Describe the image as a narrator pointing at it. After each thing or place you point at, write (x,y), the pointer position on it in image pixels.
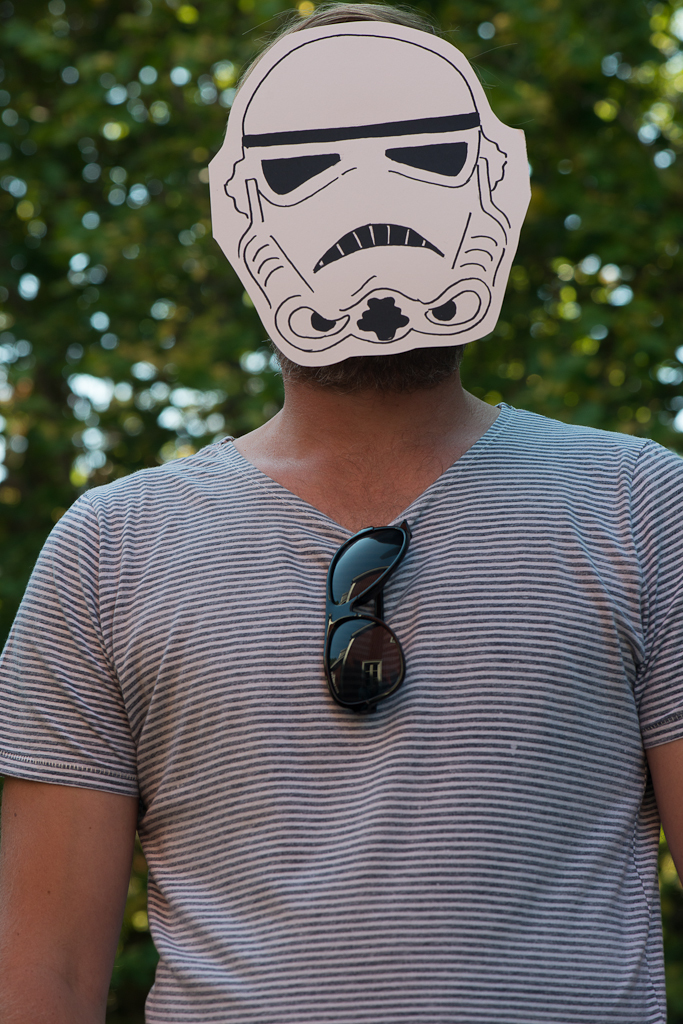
This image is taken outdoors. In the background (75,408) there are a few trees (595,296) with green leaves (577,292). In the middle of the image (302,578) there is a man (338,714) with a mask (338,180) on the face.
